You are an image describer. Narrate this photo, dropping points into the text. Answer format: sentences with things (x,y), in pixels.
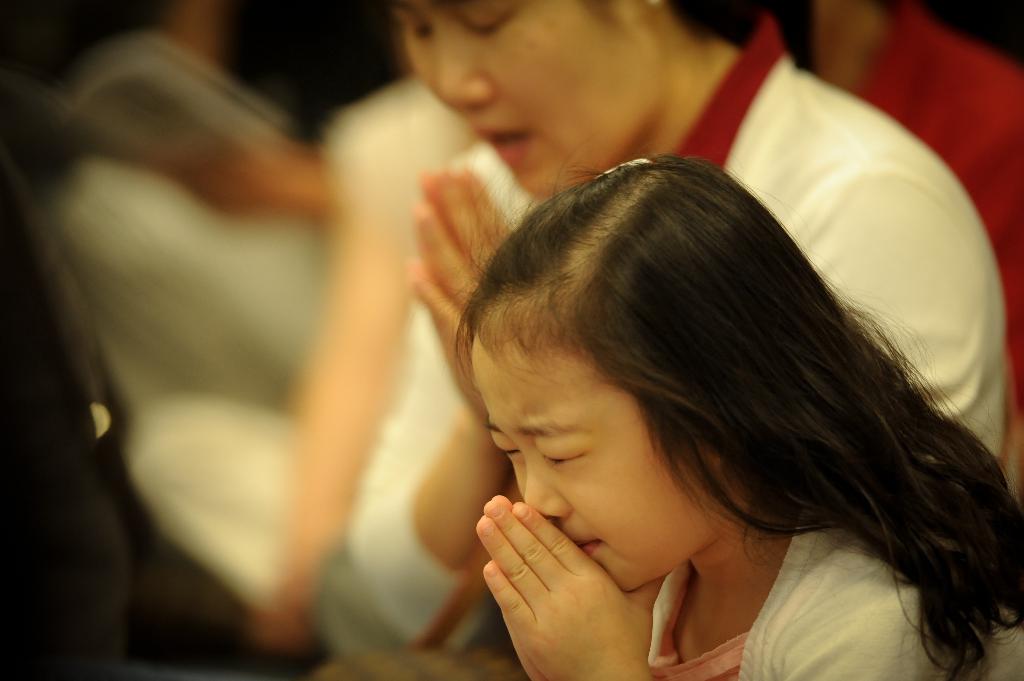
In this image I can see a crowd (972,231) performing a prayer in the church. This image is taken may be in a church (129,25).
